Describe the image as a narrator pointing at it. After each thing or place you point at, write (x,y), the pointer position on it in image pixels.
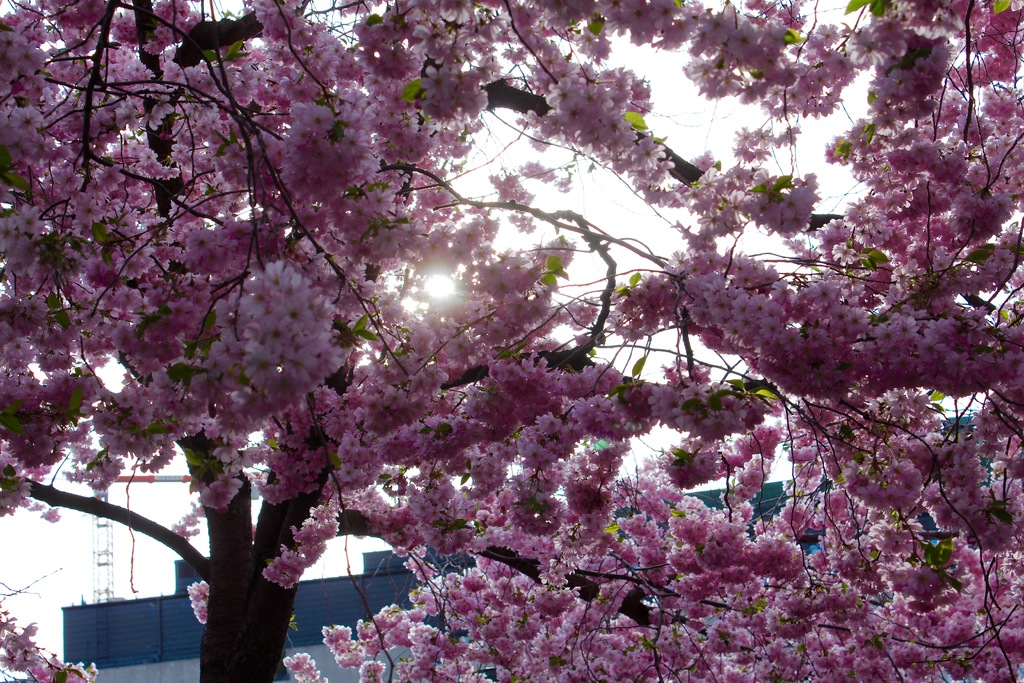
In this image we can see a tree (318,281) with flowers (867,442), there is a building (373,598), a rod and the sky (134,490) in the background (49,539).
